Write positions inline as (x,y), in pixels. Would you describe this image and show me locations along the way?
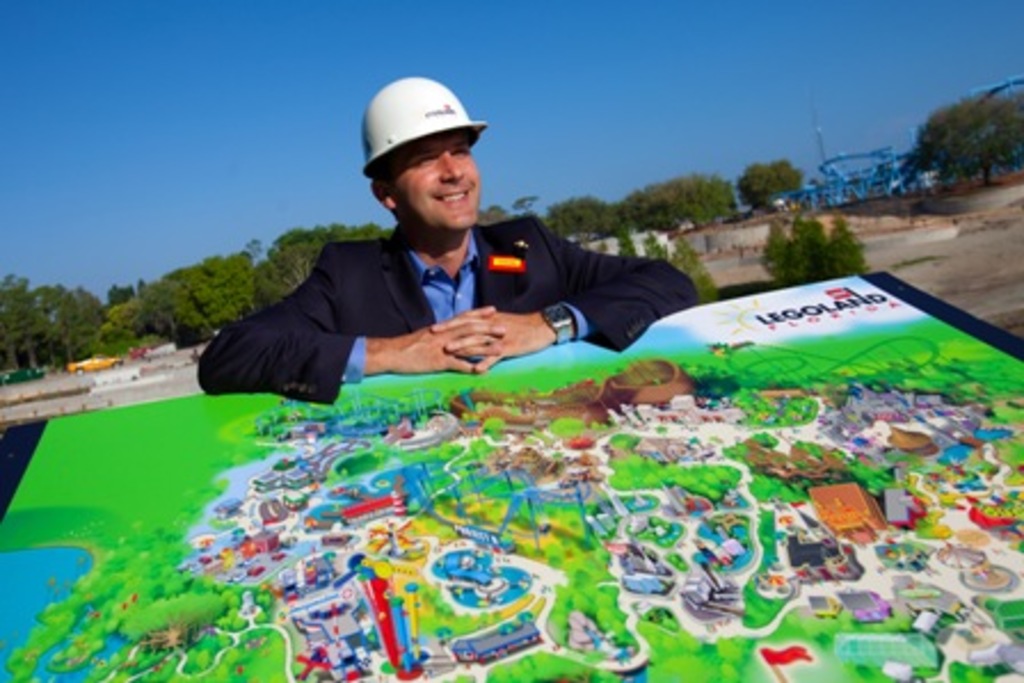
In this image I can see a man (439,264) is smiling, he wore coat (547,293), shirt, helmet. There is a map (681,614) at the bottom (637,573). At the back side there are trees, at the top (572,74) it is the sky (572,74).
